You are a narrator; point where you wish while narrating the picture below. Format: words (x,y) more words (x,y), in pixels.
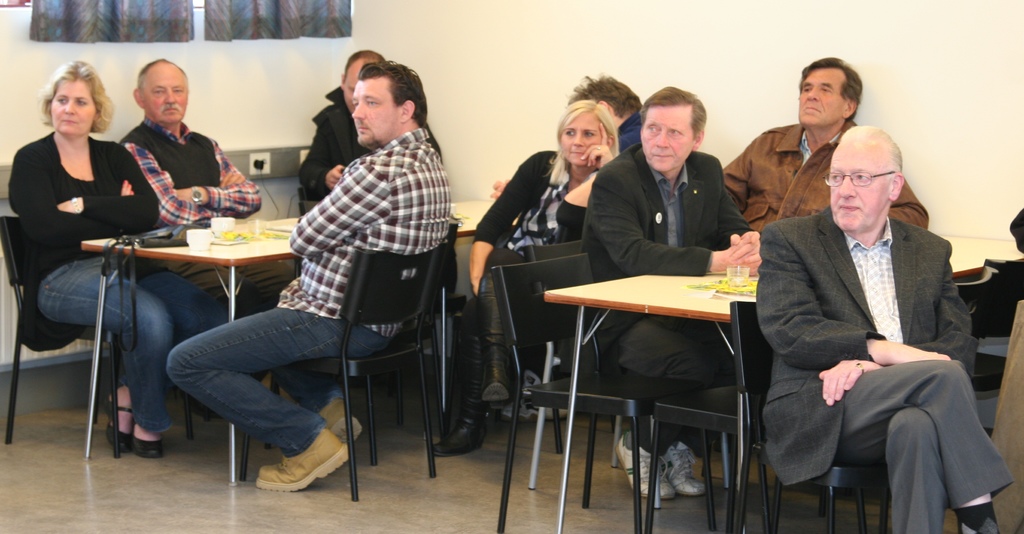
On the background (498,37) we can see wall (658,23) and curtains (255,22). We can see all the persons (60,91) sitting on chairs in front of a table (666,296) and on the table (655,279) we can see glass (739,274), cups (203,247). This is a floor (375,494).
